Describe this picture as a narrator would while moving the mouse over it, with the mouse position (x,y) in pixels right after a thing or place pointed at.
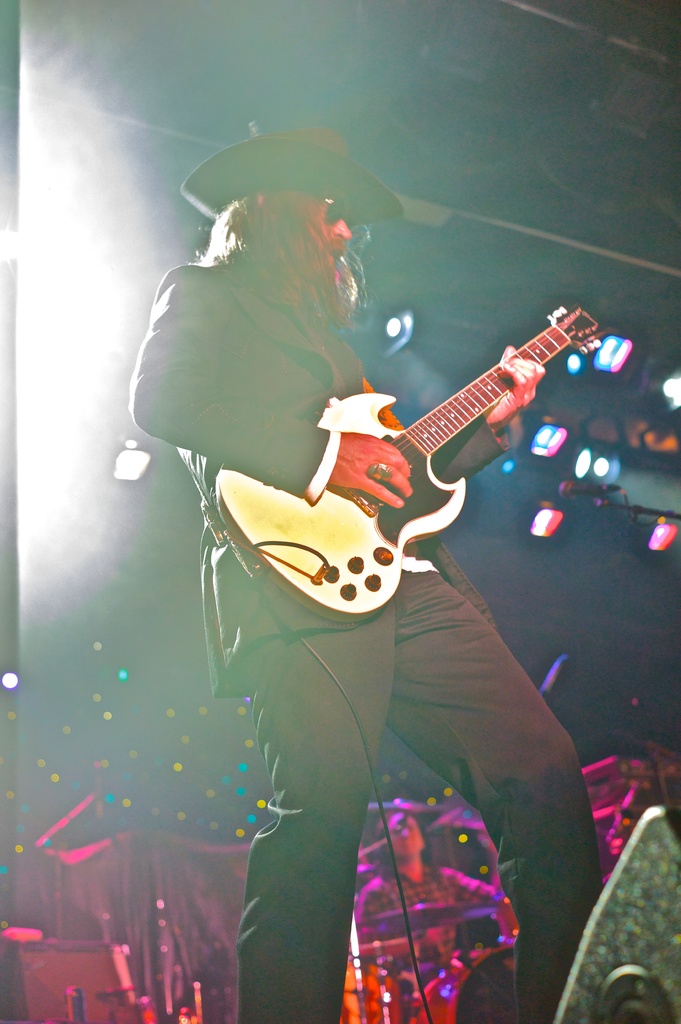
A man (496,647) standing in the front (462,631) is wearing a black dress (465,589) and a black cap (294,150) and is playing electrical guitar (399,446). He also wore shades (336,208) and a finger ring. There is also another man (425,891) in the background (401,804) playing drums (425,903). In the background (48,687) there is a microphone (589,494), a curtain (154,920) decorated with lights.
